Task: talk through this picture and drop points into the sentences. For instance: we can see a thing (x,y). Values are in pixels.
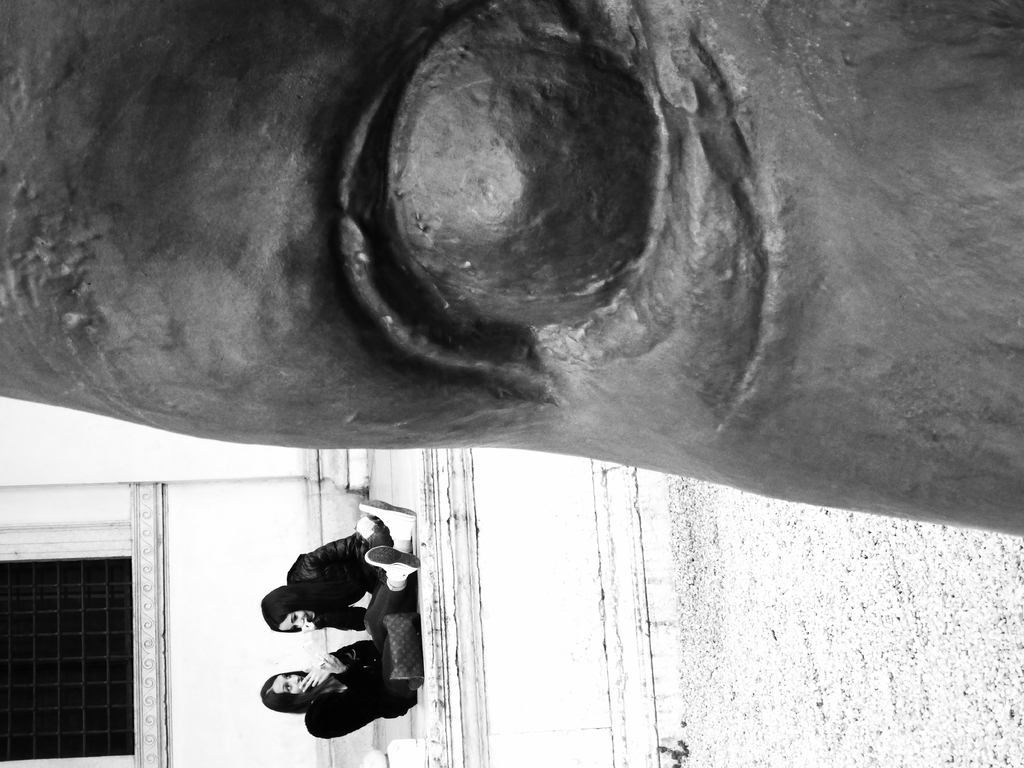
In this image we can see a sculpture (895,434). At the bottom (328,705) there are two ladies (352,593) sitting and we can see a wall (224,618). There is a window (58,656).
